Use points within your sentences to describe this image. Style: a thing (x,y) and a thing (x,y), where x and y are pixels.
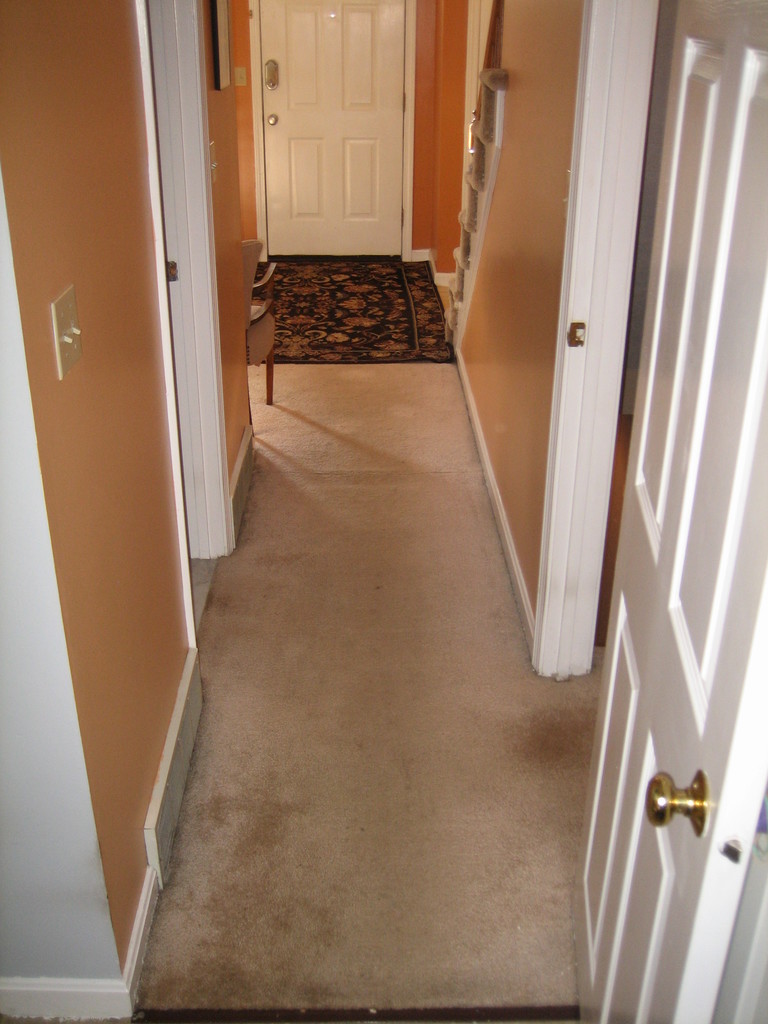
In this picture we can see door (646,589), walls (525,261), chair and objects (487,166). In the background of the image (437,320) we can see a mat (354,294) on the floor (322,370) and door (323,109).
